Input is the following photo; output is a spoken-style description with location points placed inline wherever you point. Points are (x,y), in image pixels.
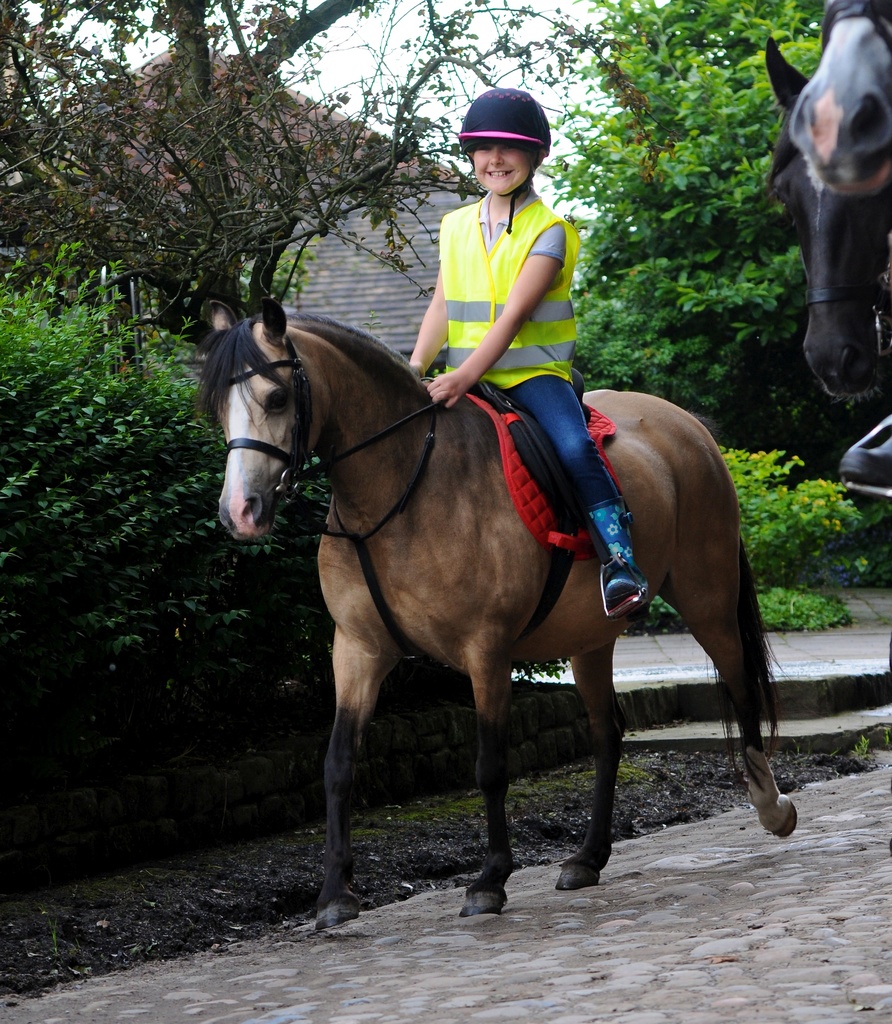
In this picture there is a boy (481,170) who is sitting on the horse (374,431) and there are some trees (696,97) around the area of the image and there is an other horse (817,341) at the right side of the image (836,267).
